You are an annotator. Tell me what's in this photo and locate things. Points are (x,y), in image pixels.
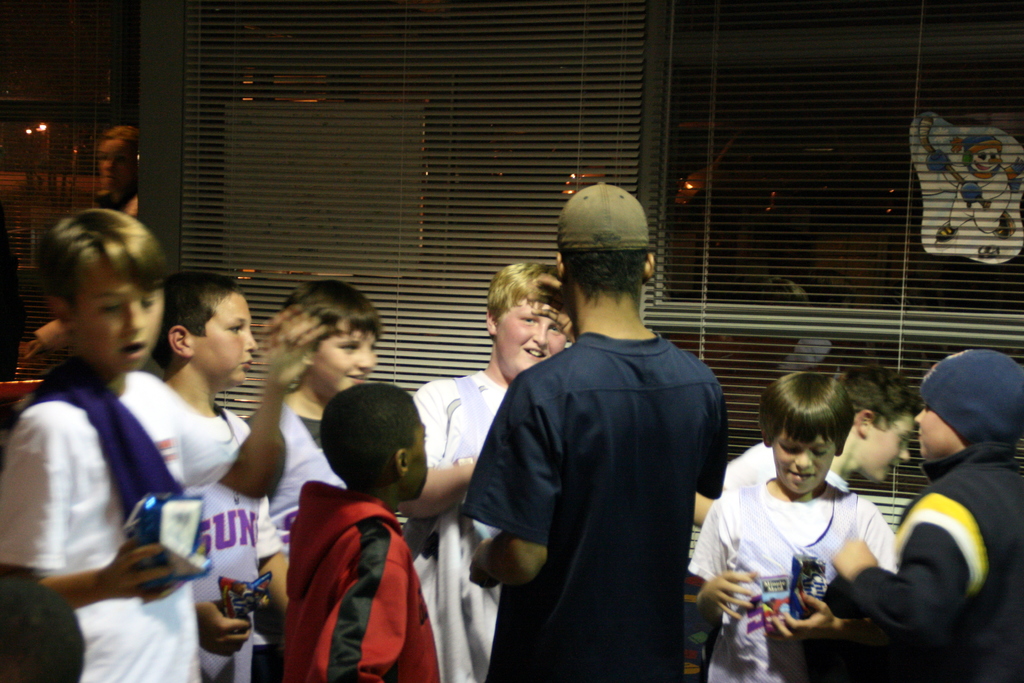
In this image we can see people (448,404) standing and some of them are holding wrappers (254,585). In the background (796,337) we can see blinds (729,209).
